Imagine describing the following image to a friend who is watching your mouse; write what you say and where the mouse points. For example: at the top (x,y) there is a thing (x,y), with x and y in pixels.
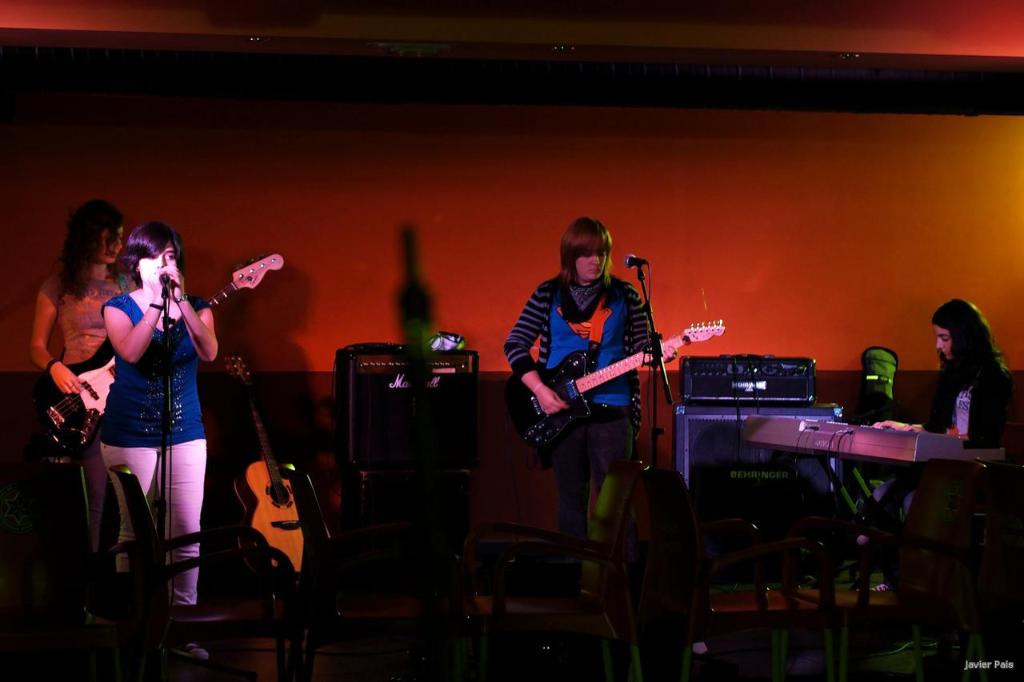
This woman (181,338) is singing in-front of mic (169,292). These two womens (508,346) are playing guitar (44,394).
